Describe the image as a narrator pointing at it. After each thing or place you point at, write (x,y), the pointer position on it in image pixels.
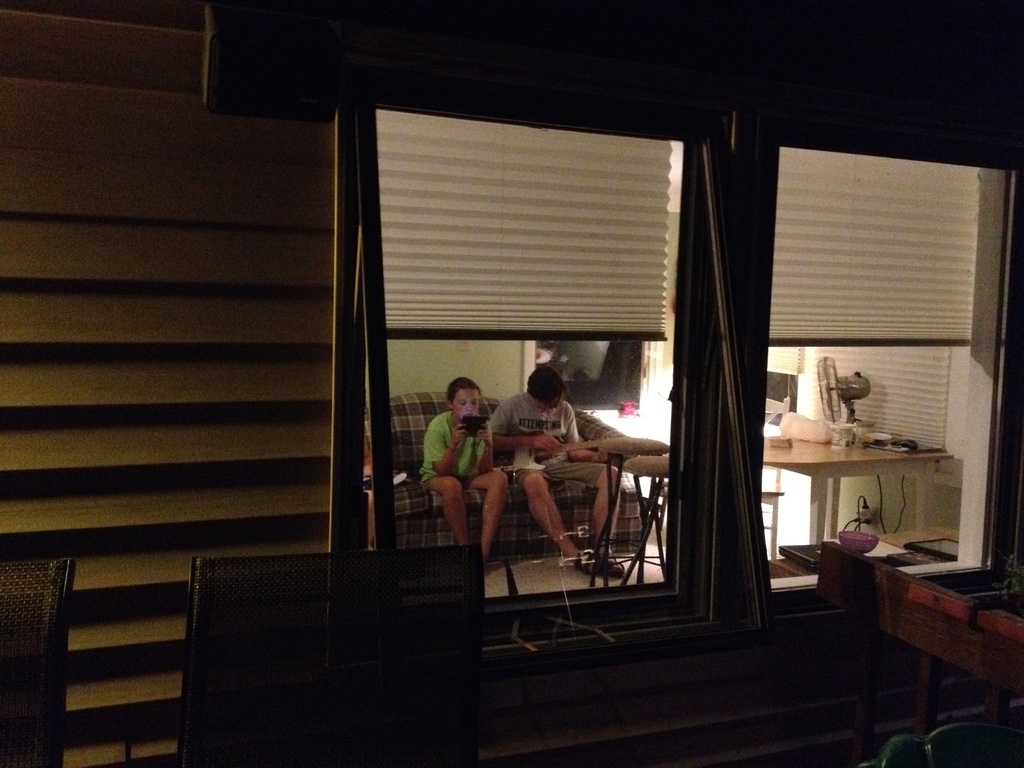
2 persons (536,508) are sitting on the sofa (511,492). On the right side (851,405) there is a table fan (834,410).
